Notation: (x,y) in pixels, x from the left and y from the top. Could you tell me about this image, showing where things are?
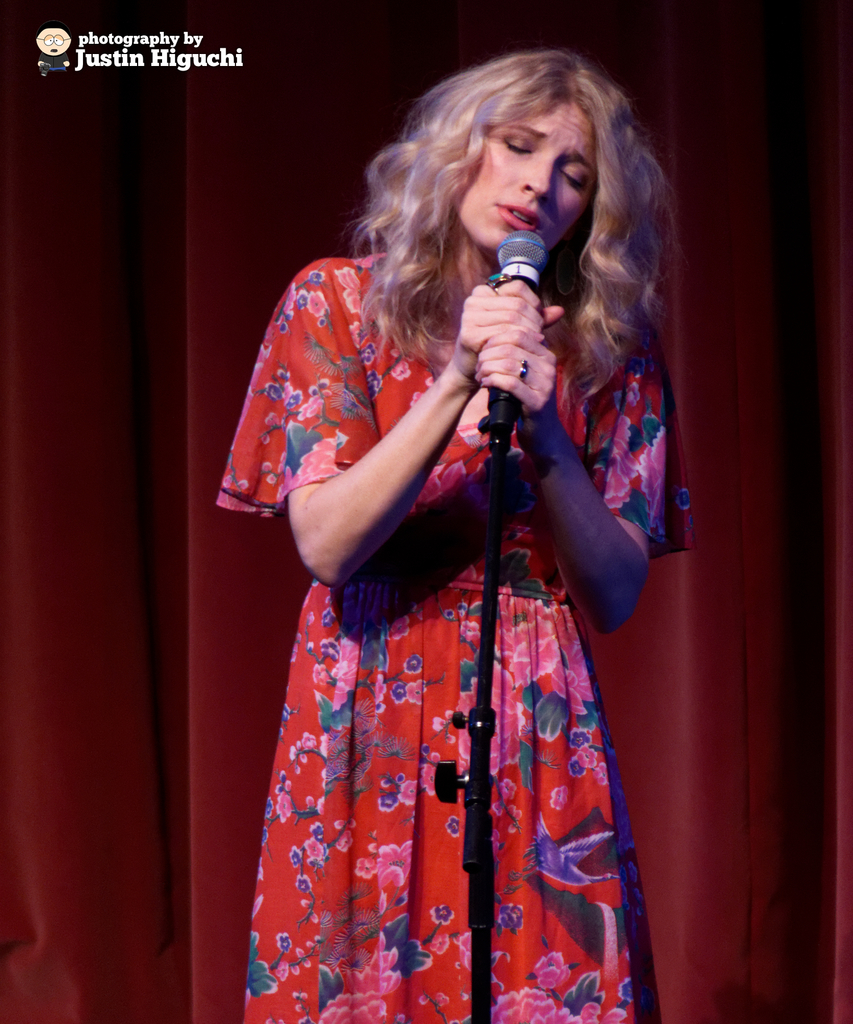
A woman (389,375) is singing on the mic (522,256).
